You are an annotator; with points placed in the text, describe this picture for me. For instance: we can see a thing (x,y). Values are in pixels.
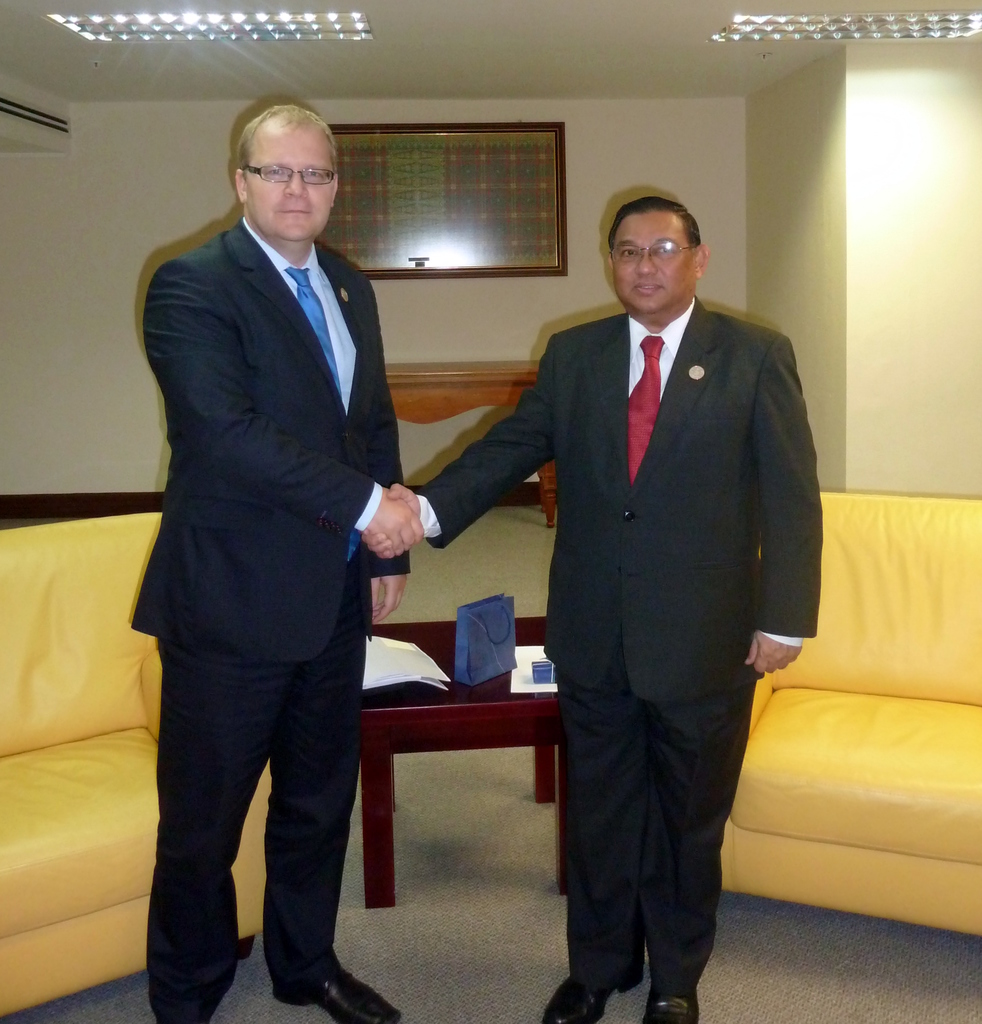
In this image i can see 2 persons (297,612) wearing black blazers (672,584) and black pants (253,732) shaking hands (415,536). In the background (109,635) i can see 2 couches (60,591) and a table (449,703) on which there are few objects (448,679), the wall (835,328), the ceiling (508,27), 2 lights (753,31) to the ceiling (753,53) and a photo frame (556,264) attached to the wall (472,119).
